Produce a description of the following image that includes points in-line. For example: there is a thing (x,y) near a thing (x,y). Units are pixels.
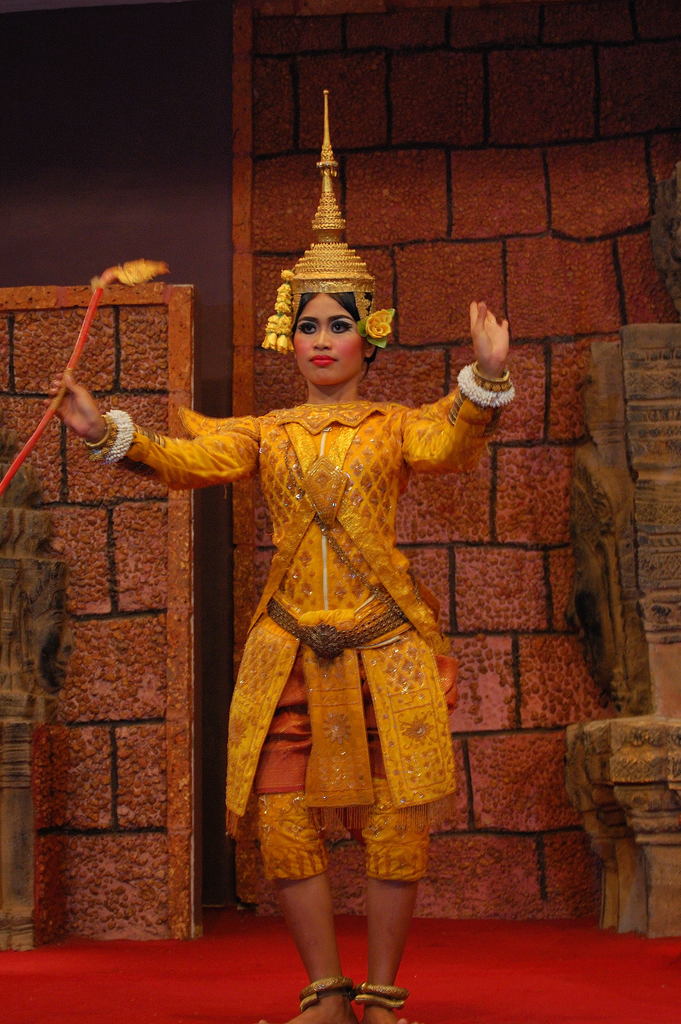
In the image there is a woman (481,431) in traditional costume (361,476) and crown (337,286) over head (341,288) dancing on red floor (276,962) with a wall (541,305) behind her.
